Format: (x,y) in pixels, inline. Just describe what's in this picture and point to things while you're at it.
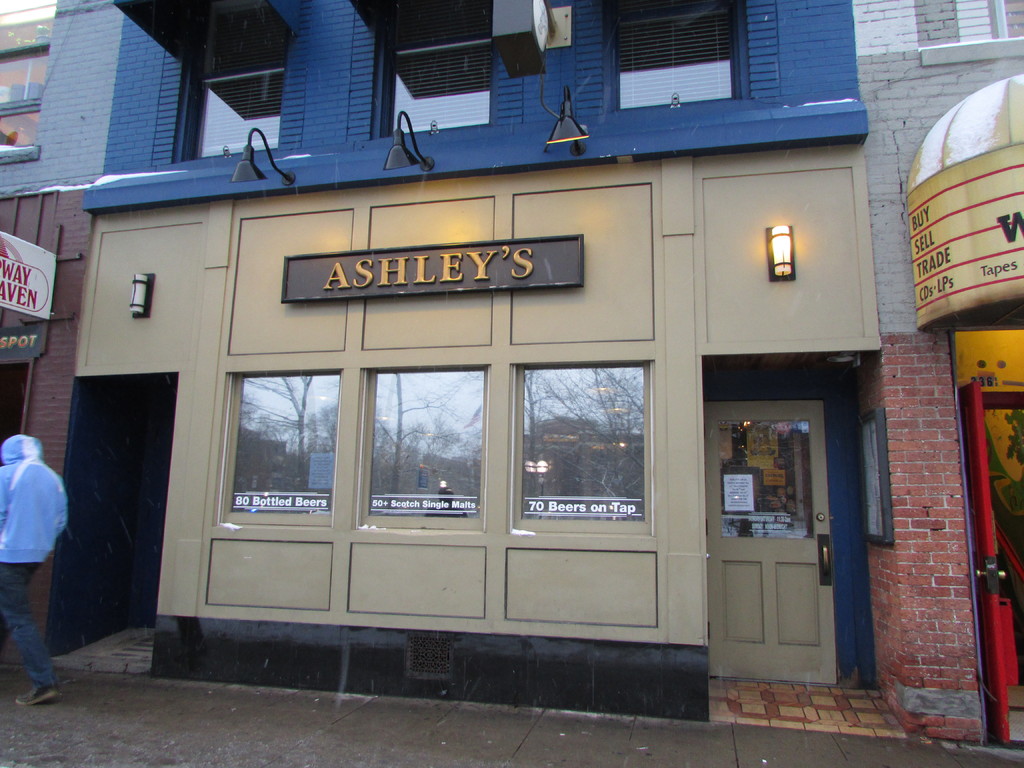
In the center of the image (465,261) we can see the lights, name board (580,284) on the wall (579,352), windows (466,505) and text (418,506). In the background of the image (309,536) we can see the buildings (414,563), boards (977,174), doors (1014,667), lights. On the left side of the image (76,708) we can see a man (53,522) is walking on the road (68,676) and wearing a jacket (9,462). At the bottom of the image (348,734) we can see the road (457,724).
